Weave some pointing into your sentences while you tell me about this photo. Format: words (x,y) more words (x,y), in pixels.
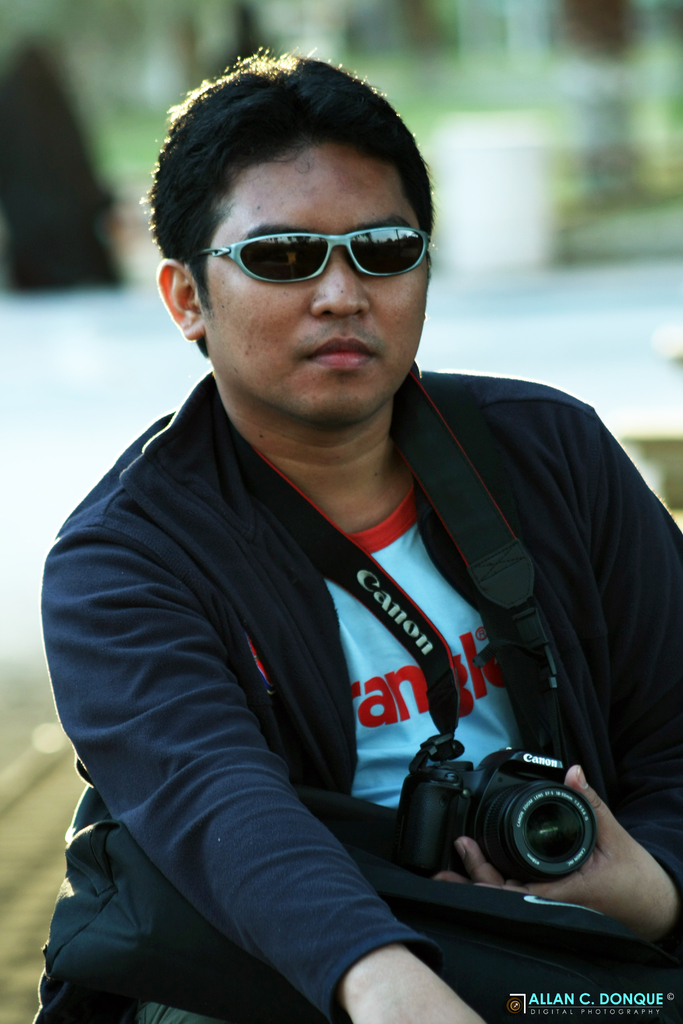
In this image there is a person (384,551) wearing black color jacket (514,447) and goggles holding a camera (424,795) in his hands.
